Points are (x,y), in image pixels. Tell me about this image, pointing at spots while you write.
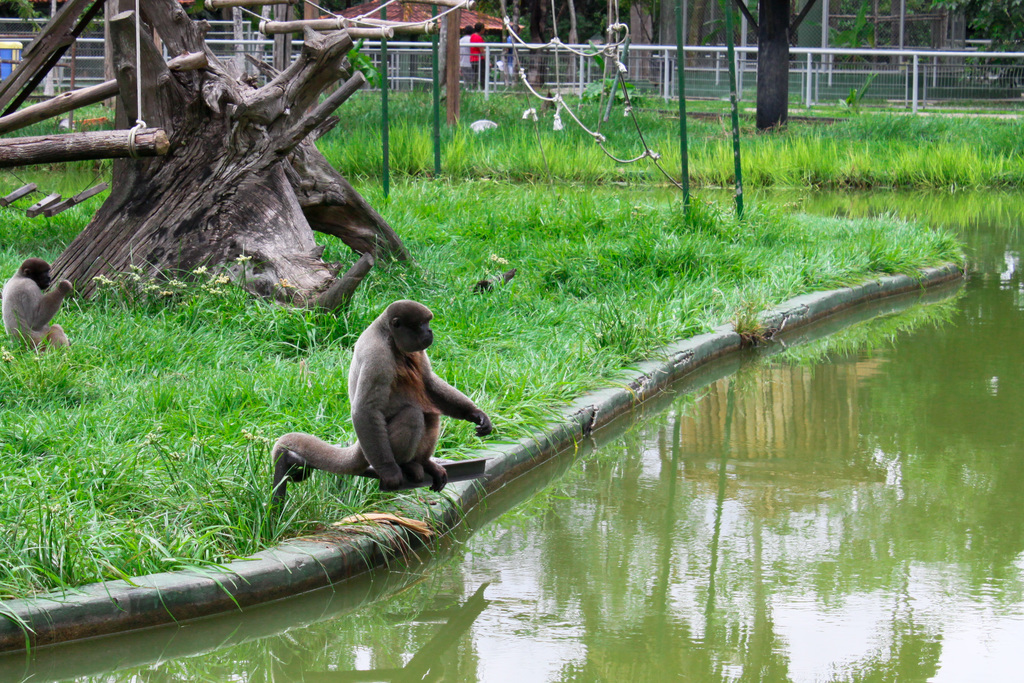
On the right side of the image (969,399) there is water (798,542). Beside the water (801,524), on the ground (264,329) there is grass (315,391) and also there are wooden trunks (302,26). And also there are monkeys (289,454). In the background (572,58) there is fencing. Behind the fencing (99,65) there are trees (991,22), roofs (419,17) and few people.
